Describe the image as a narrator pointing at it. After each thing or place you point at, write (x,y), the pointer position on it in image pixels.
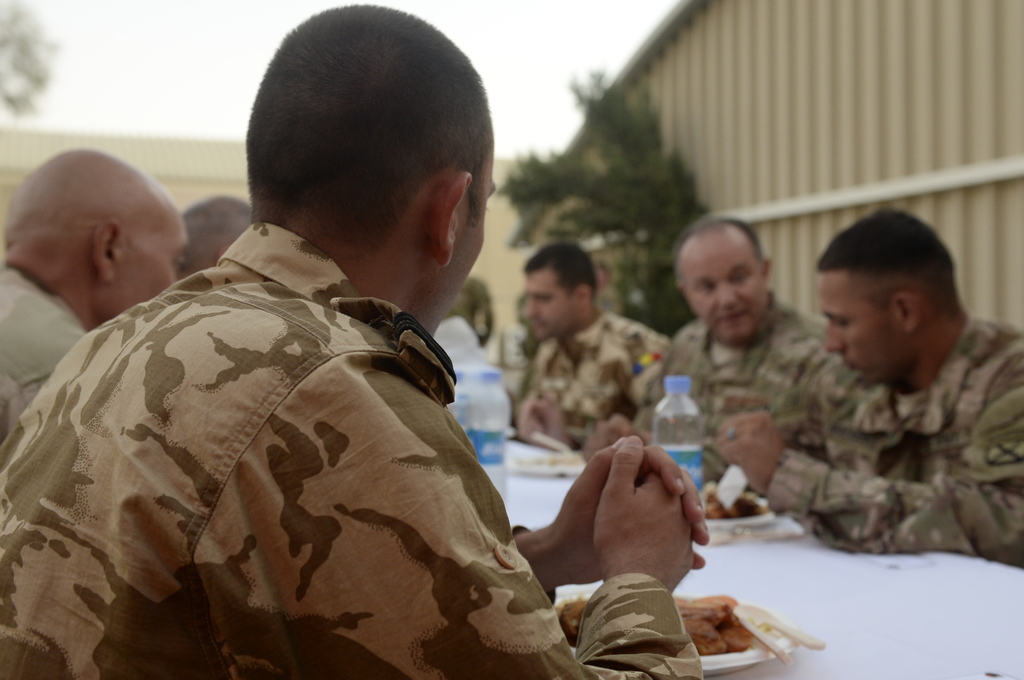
In the foreground of this image (330,491), there is a man (328,434) sitting in front of a table (741,674) on which there is a platter (727,656) with food (698,611). Behind him, there are people (166,268) sitting and also we can see few bottles (492,419) and platters (575,471) with food (733,511) on the table (542,492). In the background (603,227), there are trees (18,68), sky (600,2) and the wall (848,99).
